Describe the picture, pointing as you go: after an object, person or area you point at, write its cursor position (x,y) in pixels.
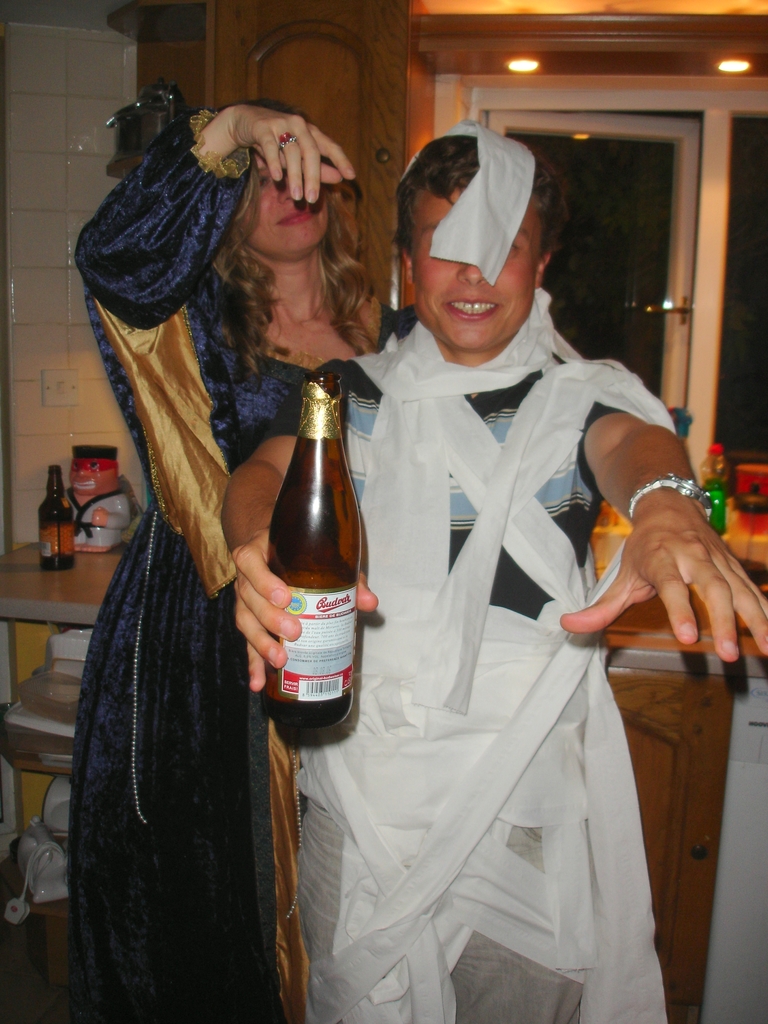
In this image I can see two persons (350,369) are standing and one is holding a beer bottle (346,552) in hand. This is an image clicked inside the room (524,8). At the back of these persons (137,772) there is a table (52,595) and in the background (583,160) I can see a window (583,173).
